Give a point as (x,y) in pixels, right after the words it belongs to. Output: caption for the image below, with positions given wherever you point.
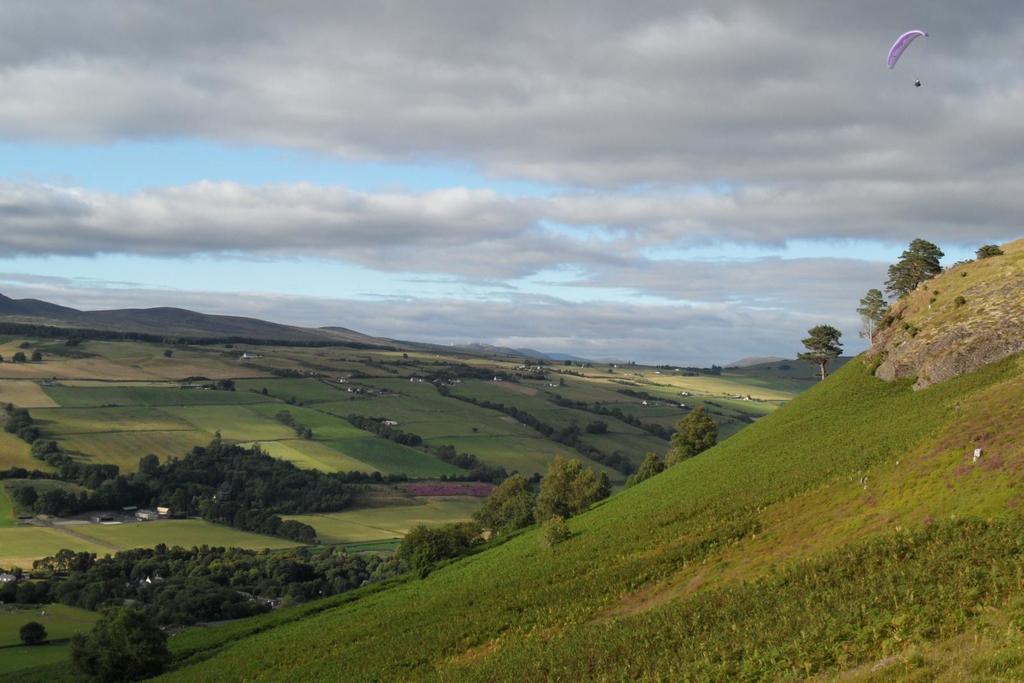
In this image there is grass (191,522) and trees (218,459), in the background of the image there are mountains (253,328), at the top of the image (434,190) there are clouds (630,233) in the sky (803,191) and there is a person (919,84) flying with a parachute (889,52).
